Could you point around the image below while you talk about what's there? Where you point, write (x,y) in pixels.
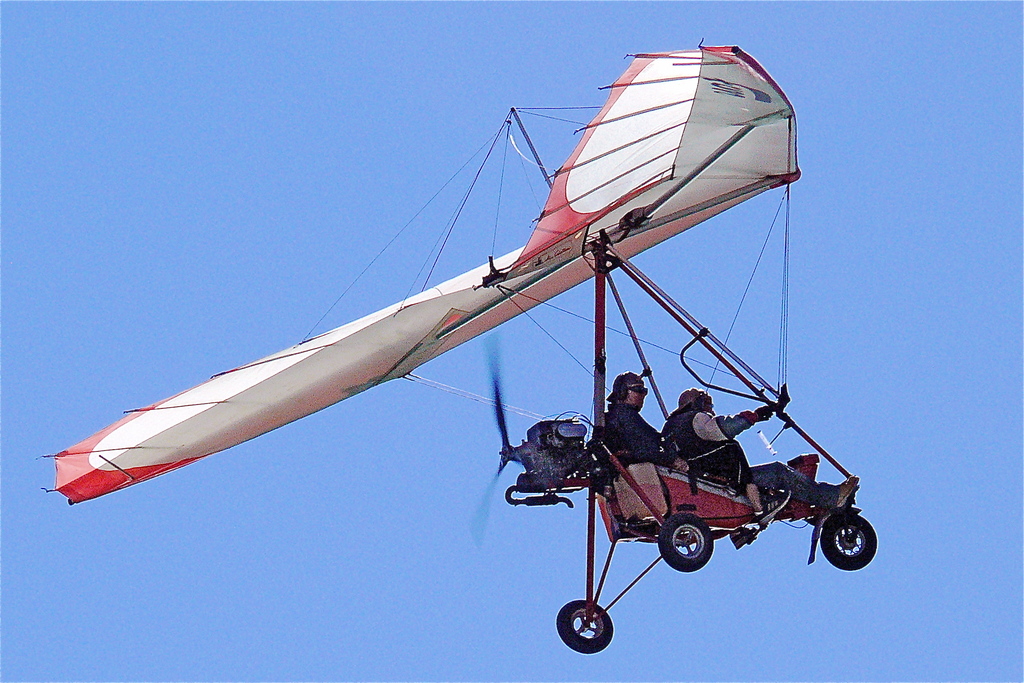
This image consists of an aircraft (560,498). In which two persons (685,439) are sitting. In the background (571,661), there is sky (261,464).
